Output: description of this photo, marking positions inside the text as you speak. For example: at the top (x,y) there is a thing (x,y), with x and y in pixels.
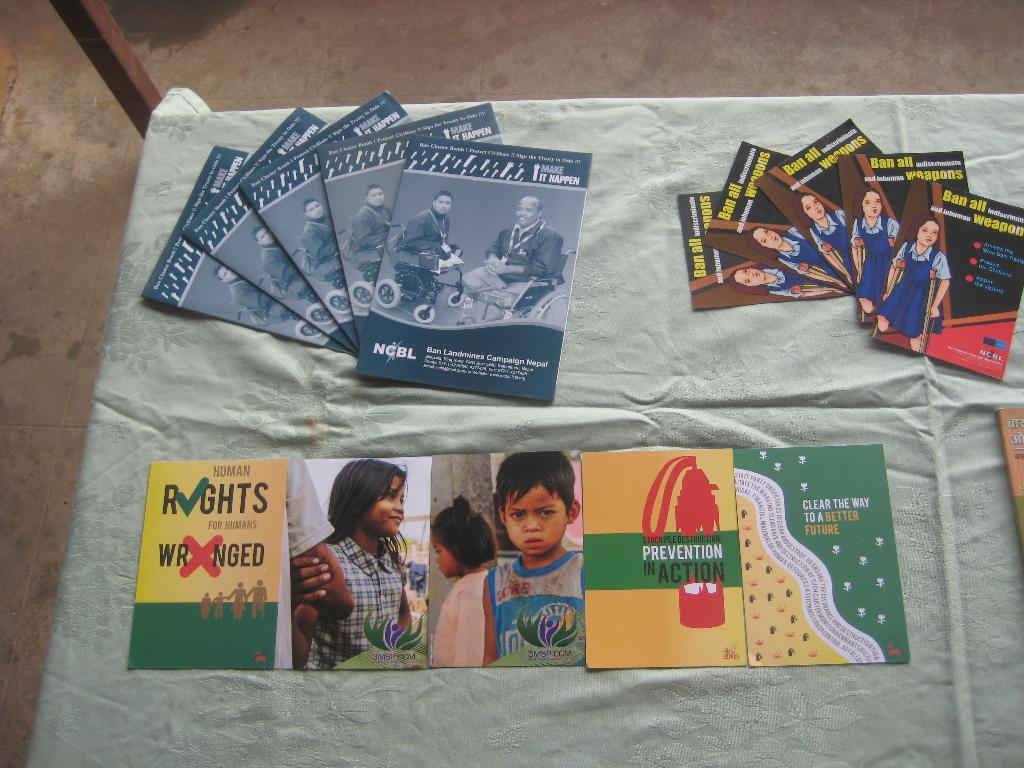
In this image there are different types of cards (519,371) on the table (65,736).
